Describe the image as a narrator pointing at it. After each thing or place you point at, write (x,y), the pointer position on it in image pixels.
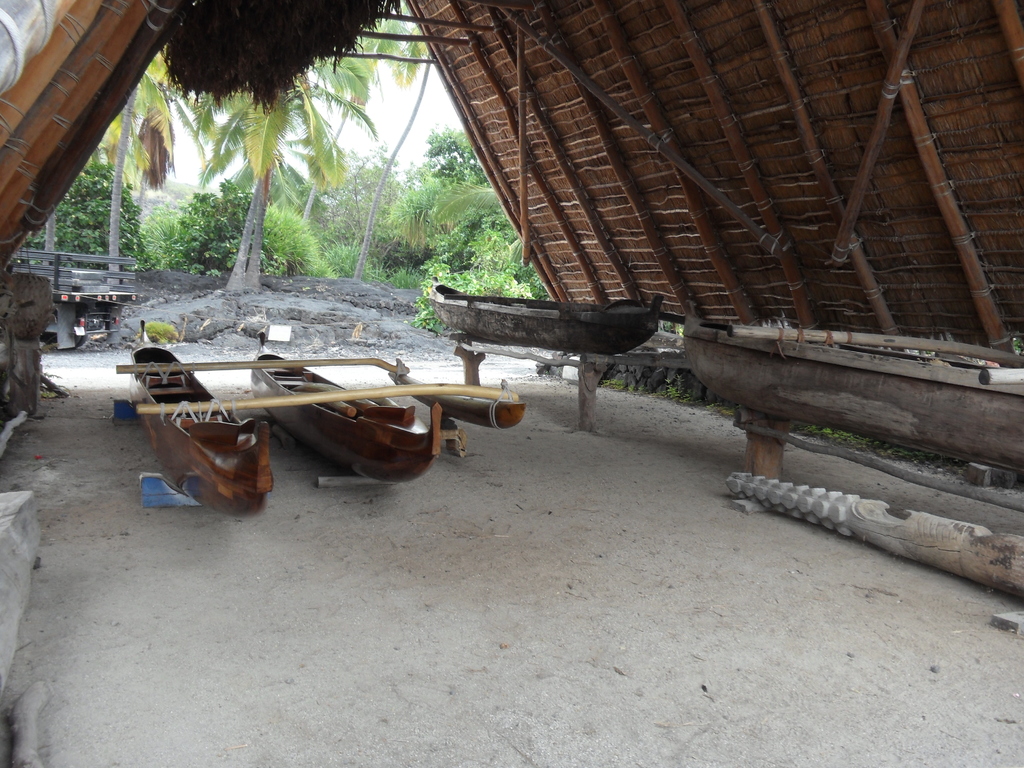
In this picture we can see a shed (515,23) on the ground (554,588), here we can see boats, trees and some objects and we can see sky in the background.
